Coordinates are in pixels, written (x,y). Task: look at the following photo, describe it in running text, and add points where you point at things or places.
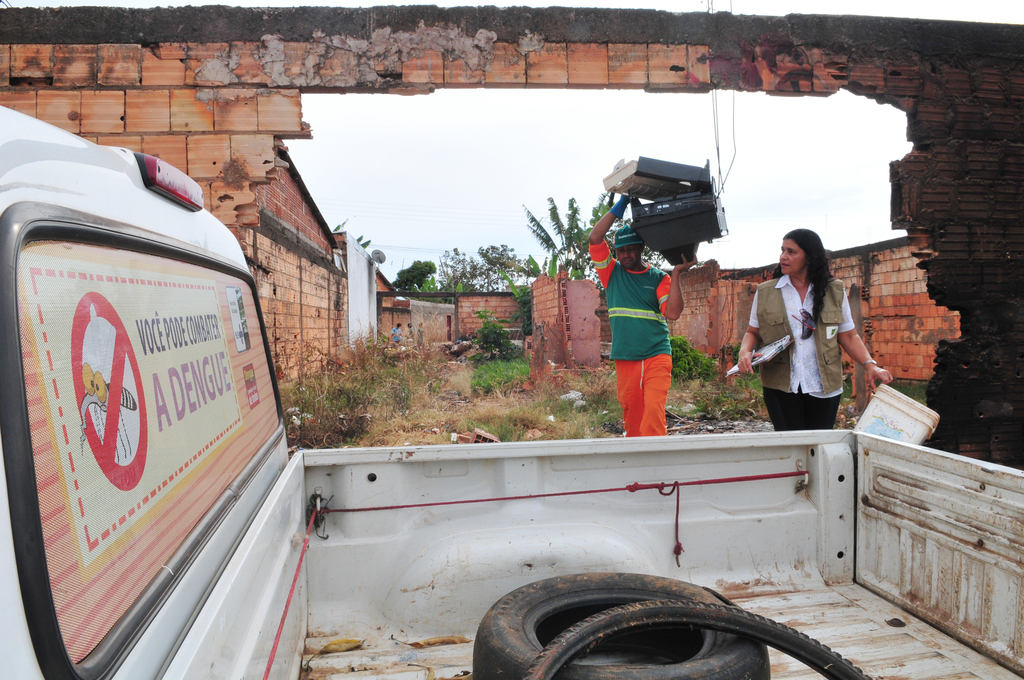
In this image I can see a vehicle (381,571) which is white in color and in the vehicle (464,614) I can see two tires (564,622) which are black in color. I can see the building (307,209) which is brown in color, two persons (652,394) standing and holding few objects (752,357) in their hands (882,375), few trees (506,266) and few antennas (377,268) on the building (313,227). In the background (397,195) I can see few other persons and the sky (498,146).
